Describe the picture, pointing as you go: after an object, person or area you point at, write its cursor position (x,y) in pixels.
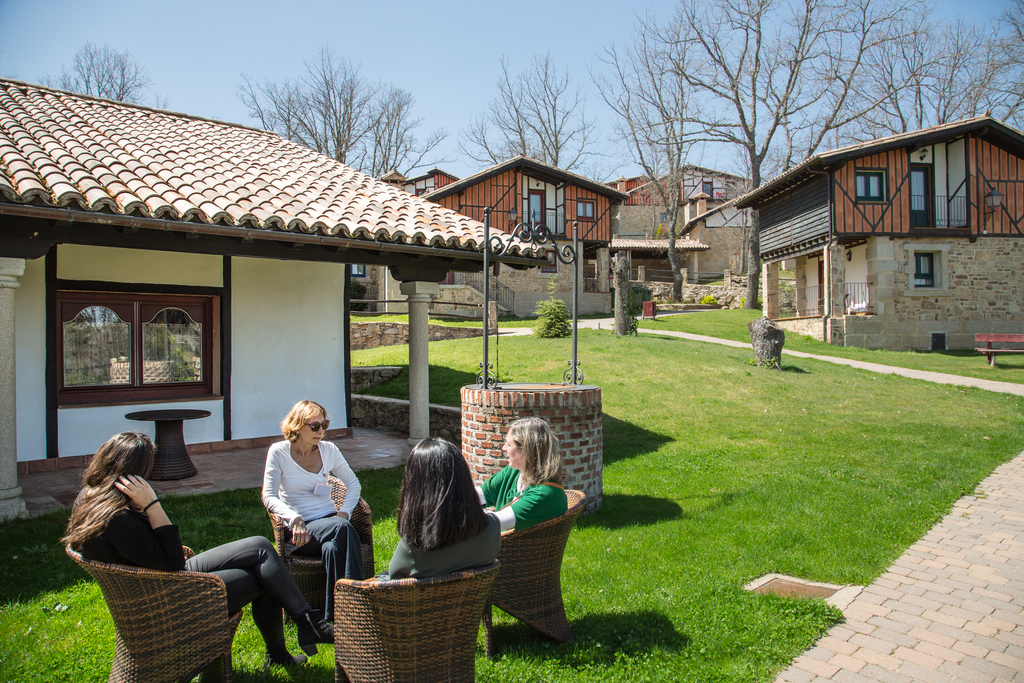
In this image in the foreground (212,554) there are four women (308,461), who are sitting on chairs (525,549) and talking with each other. In the background (544,246) there are some houses (686,214), trees (672,250), and poles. At the bottom (668,586) there is grass (831,581) and walkway (928,567), and on the top of the image (248,72) there is sky (257,63).
